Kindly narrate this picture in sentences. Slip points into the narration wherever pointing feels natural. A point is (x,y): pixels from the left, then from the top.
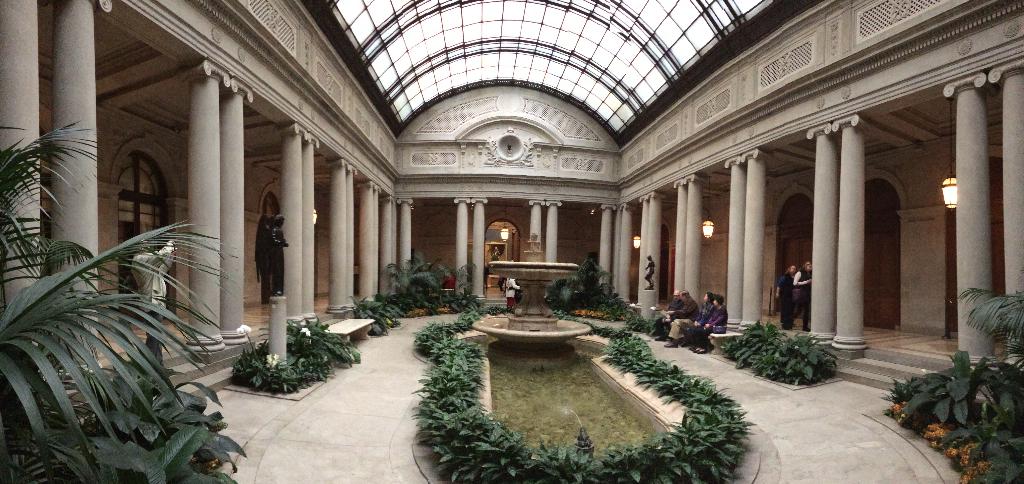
This is an inside view of a building (597,229) and here we can see statues (278,268), lights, pillars (859,293), plants (677,454), and we can see some people (800,295) and in the center (541,311), there is a fountain (546,323). At the bottom (800,432), there is floor (817,432) and at the top (481,40), there is roof (422,38).
